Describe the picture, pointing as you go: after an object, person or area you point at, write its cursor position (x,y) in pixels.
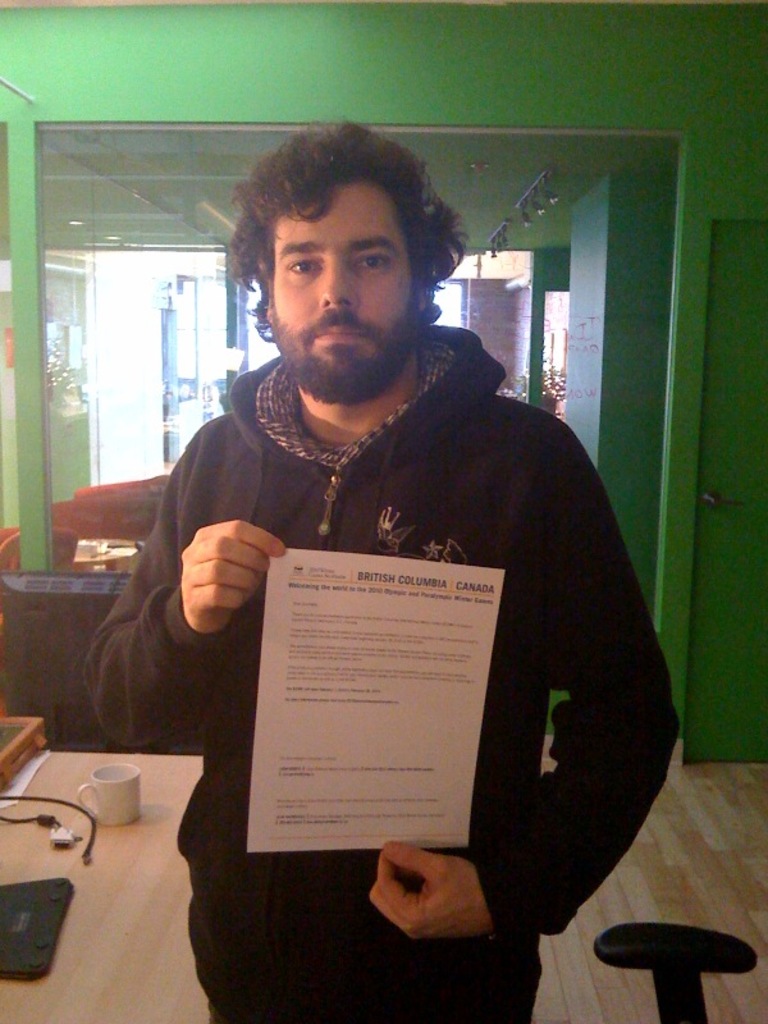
In this image in front (348,715) there is a person (95,655) holding the paper (357,693). Beside him there is some black color object (616,948). On the left side of the image (138,883) there is table (133,862). On top of it there is a cup (132,791) and a few other objects (5,820). In the background of the image (250,61) there is a wall (259,59). There are sofas (116,500). Beside the sofa (89,535) there is some object (86,547). On the right side of the image (748,660) there is a closed door (697,578). At the bottom of the image (702,846) there is a floor (725,847).
